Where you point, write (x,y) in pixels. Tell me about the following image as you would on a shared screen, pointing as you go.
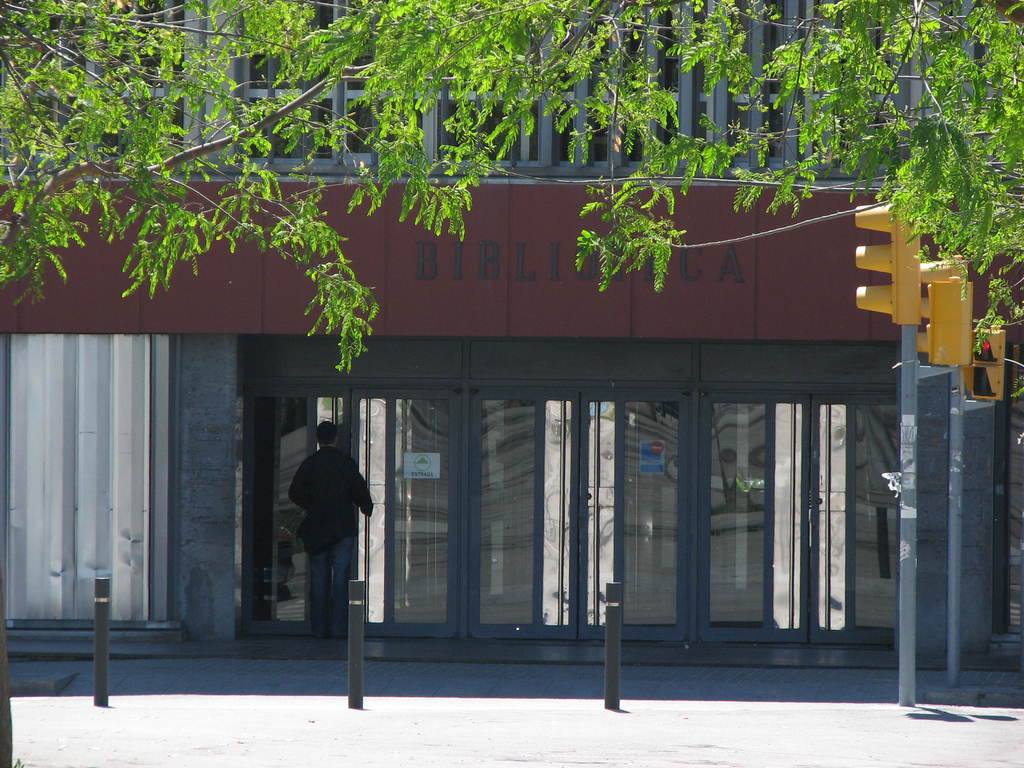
In this image we can see a building (424,372), there are some trees (350,282), poles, lights (939,309), doors (346,439) and a person (350,501).
